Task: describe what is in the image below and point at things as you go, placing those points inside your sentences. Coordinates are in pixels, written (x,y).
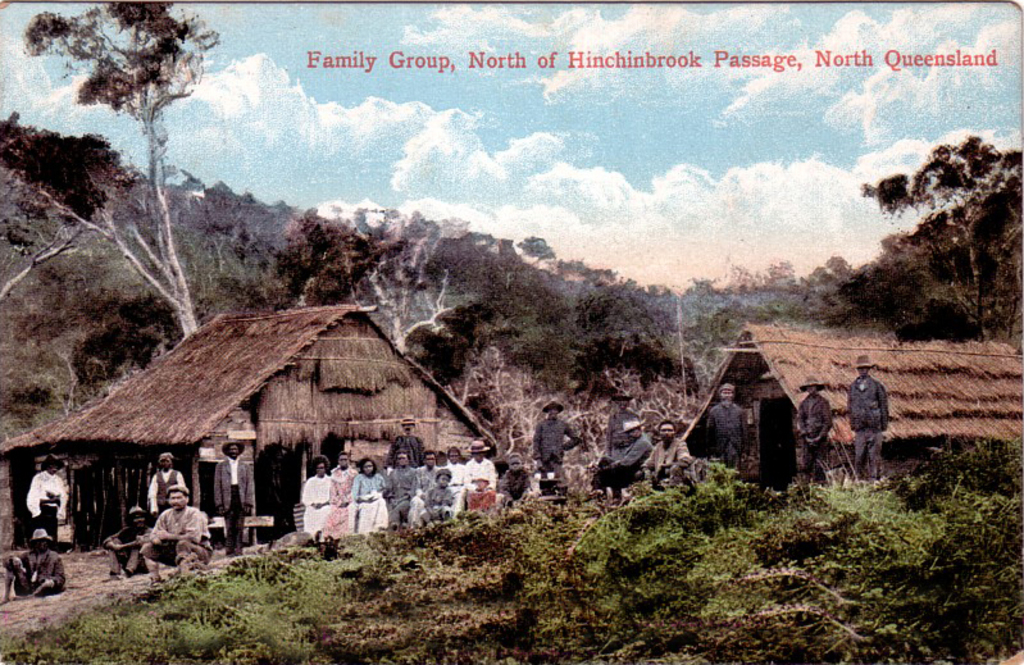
At the bottom (452,599) there are trees (844,587). Also there are many people (358,509). Some are sitting and some are standing. And few are wearing hats (868,365). In the back (224,409) there are huts (165,384), trees (314,246) and sky (455,157) with clouds (692,180). Also there is a watermark (769,65) in the right top corner (753,66).
